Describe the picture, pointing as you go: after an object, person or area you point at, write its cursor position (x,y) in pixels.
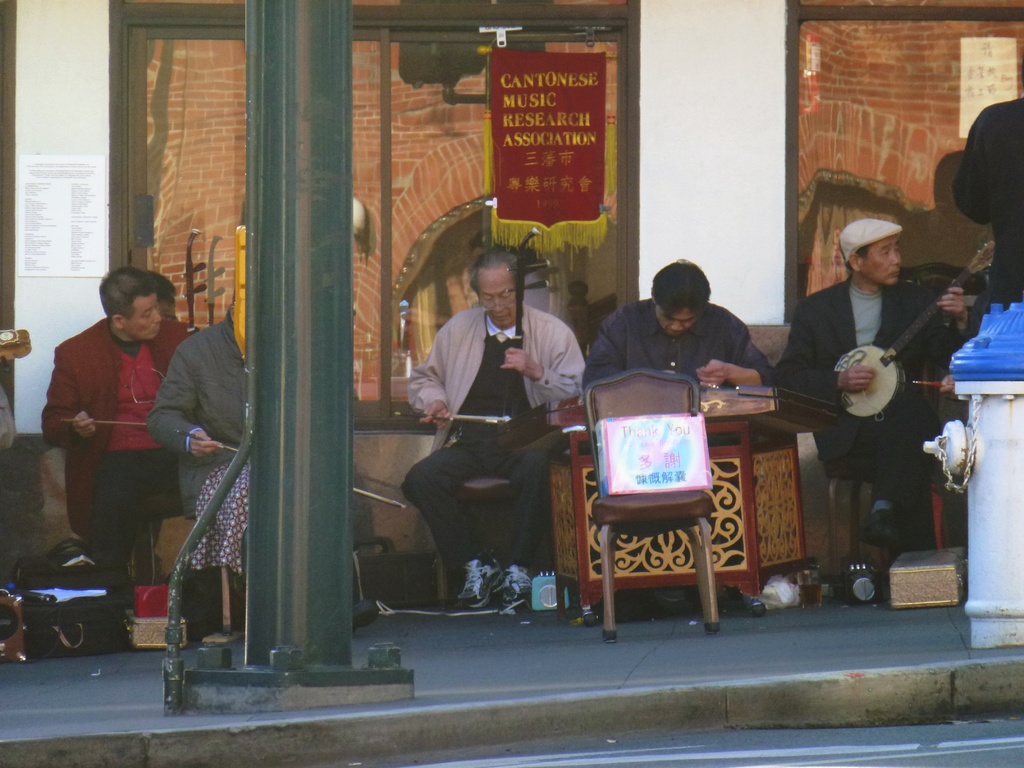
In the picture I can see groups of people (610,341). At the top of the image (544,150) there is a text (579,185). On the right side of the image (894,447) I can see the person (883,252) sitting and holding the one object (897,366).
